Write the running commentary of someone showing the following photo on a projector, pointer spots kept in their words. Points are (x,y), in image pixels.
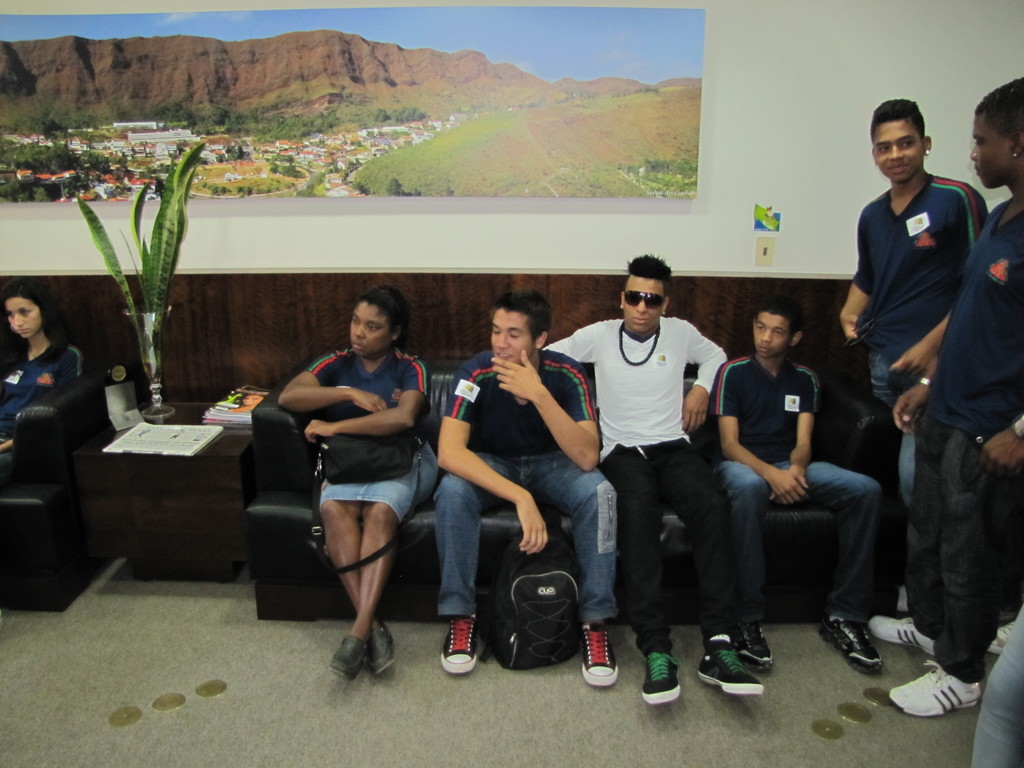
There are four people (411,382) sitting on a sofa (287,476) and these two men (887,390) standing, these two people (442,443) holding bags (351,446) and beside this sofa (254,413) we can see plant (159,291) in glass vase (150,351), books (209,410) and object (139,419) on the table (206,454). We can see board (696,135) on a wall (705,188). On the left side of the image (15,402) there is a woman (37,309) sitting.
